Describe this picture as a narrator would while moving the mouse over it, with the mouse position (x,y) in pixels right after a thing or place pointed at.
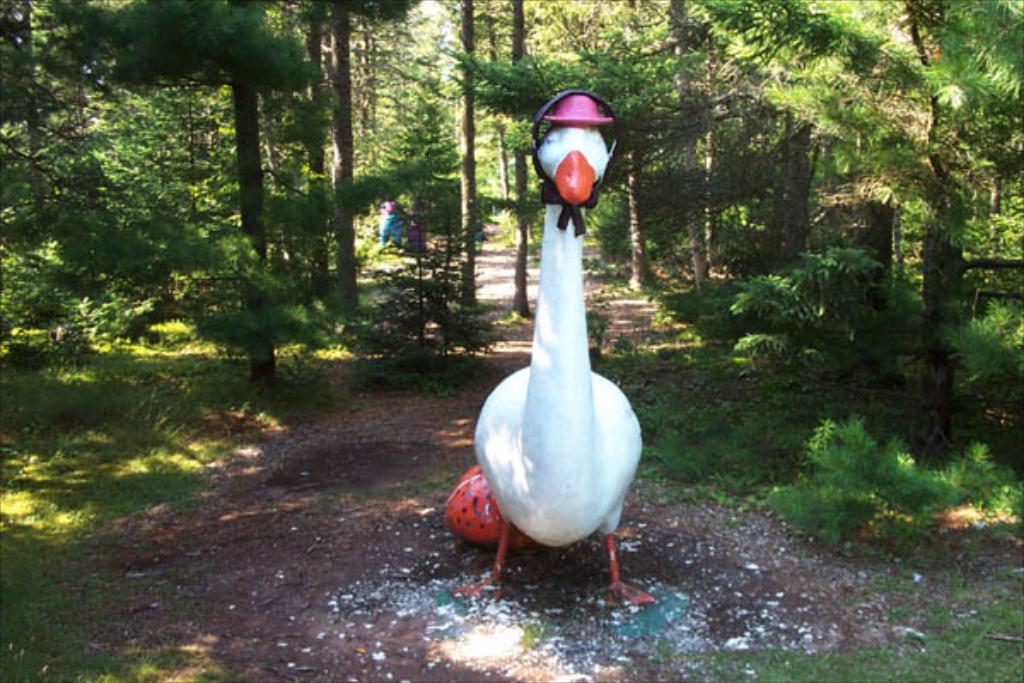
In this image, we can see a white statue (560,384) of a duck (557,386) and there is green grass (32,626) on the ground (563,558), we can see some plants (28,332) and trees (541,60).
